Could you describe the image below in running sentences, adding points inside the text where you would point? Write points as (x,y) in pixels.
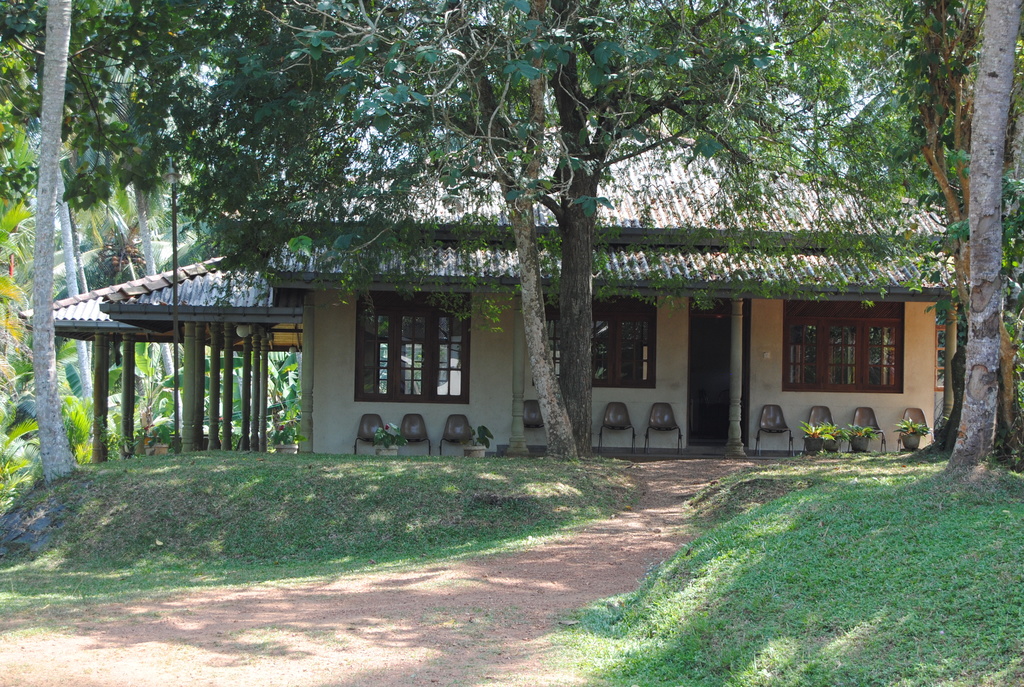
In the foreground of this image (577,581), there is a path (328,619) to walk. On the right (945,577), there is the grass (906,568) and few trees (952,427). In the background (721,239), there is a hut (480,238), few chairs (411,423), trees (535,284) and flower pots (277,442).
